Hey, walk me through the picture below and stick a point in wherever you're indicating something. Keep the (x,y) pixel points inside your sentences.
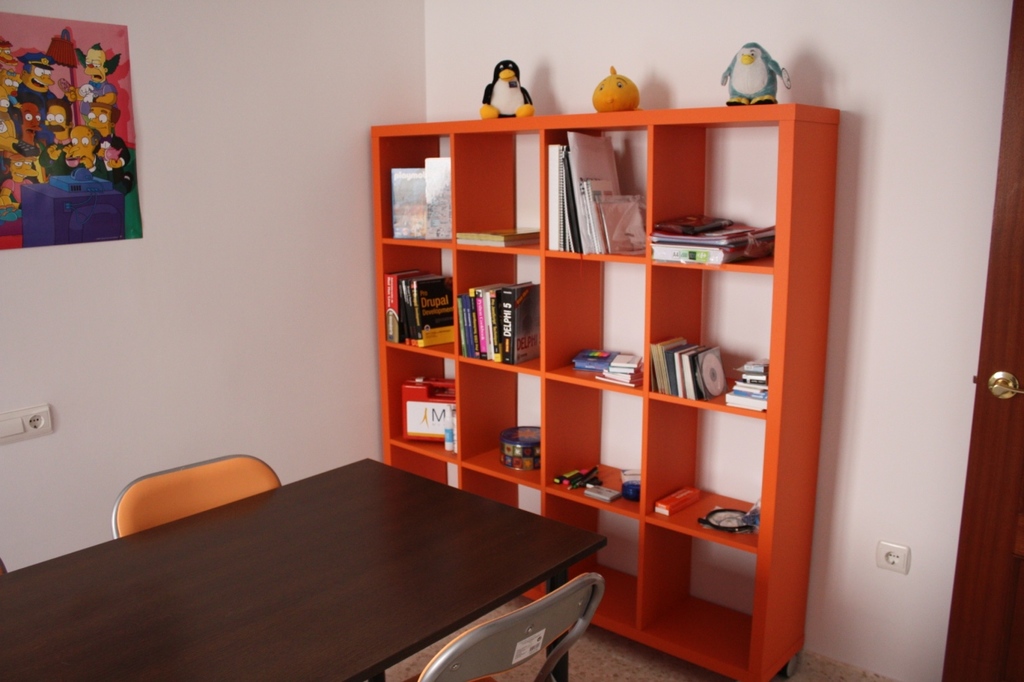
In the picture we can see a table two chairs (131,499). And to the wall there is a rack (417,359) which is orange in color, in the racks (773,118) we can see books (578,251) and top of it there are three dolls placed and we can also see a picture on the wall (72,509), just beside to it we can see a door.
